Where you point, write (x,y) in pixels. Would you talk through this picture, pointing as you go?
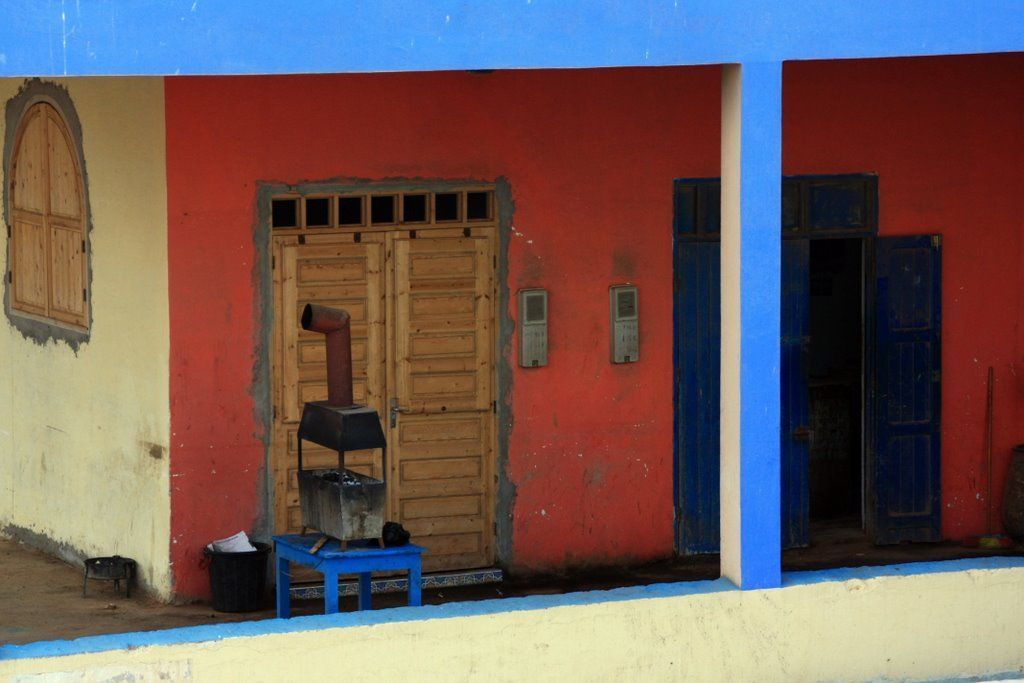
In this image I can able to see walls (394,187), wooden door (446,299), an iron door (795,305), a table (334,558) and some object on it, a bucket (217,582), pillars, and also there is a window (36,304). And there are some objects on the wall (204,586).
